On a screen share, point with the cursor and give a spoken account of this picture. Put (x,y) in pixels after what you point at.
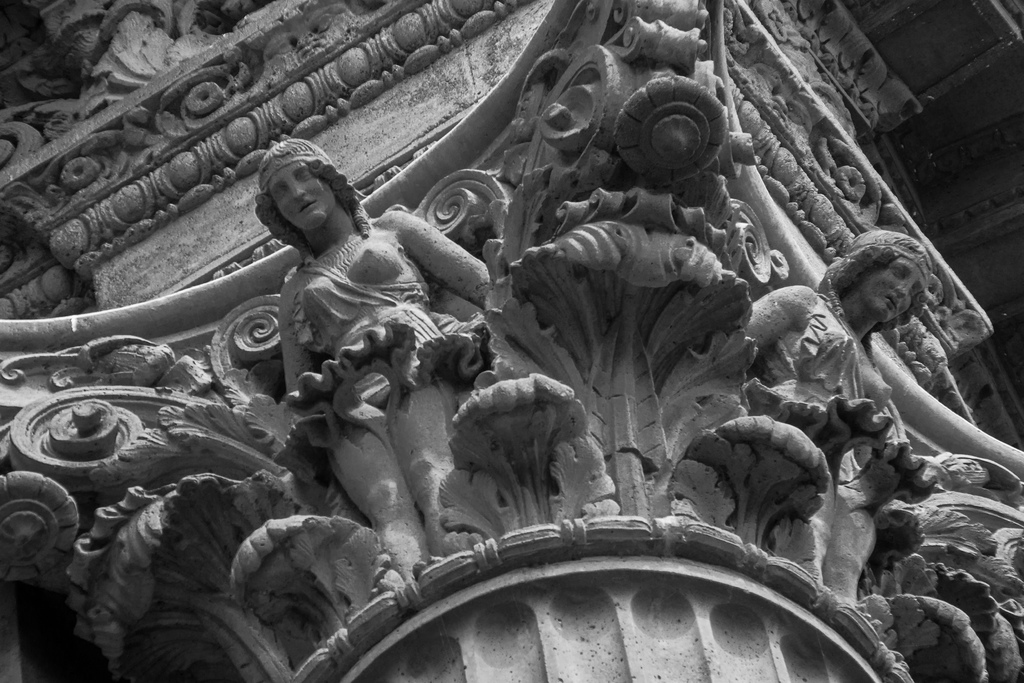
In this image I can see sculptures (800,316) of two persons (446,403) and a wall (247,230). It looks as if the image is taken near the church (585,223).
